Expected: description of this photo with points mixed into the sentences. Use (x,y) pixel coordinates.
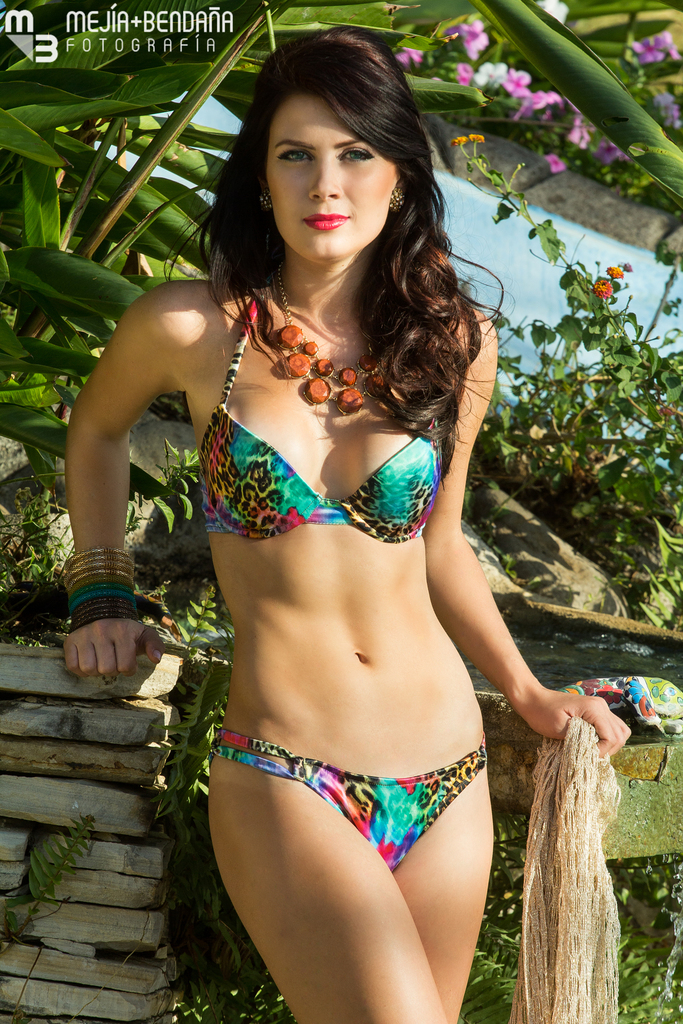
This image consists of a woman (344,459). She is standing. There are plants (46,251) behind her. There are flowers (559,165) at the top (533,115).
